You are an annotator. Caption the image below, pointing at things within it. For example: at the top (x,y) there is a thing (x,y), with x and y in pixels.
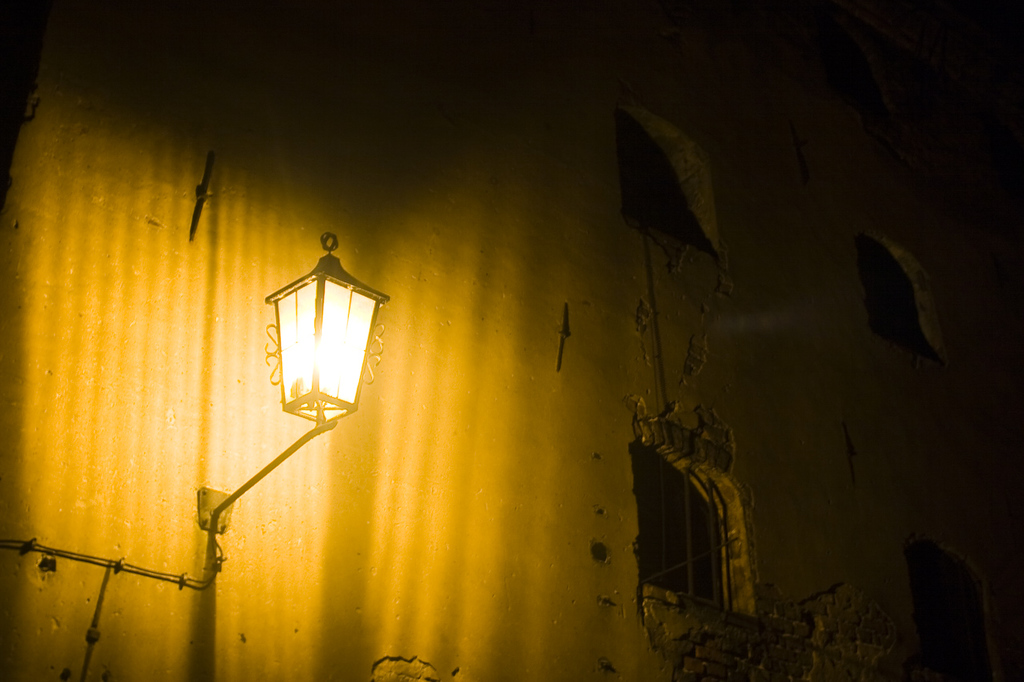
In this picture there is a building (689,321). On the building (689,321) there are windows (694,520). Here there is a light (335,338).
